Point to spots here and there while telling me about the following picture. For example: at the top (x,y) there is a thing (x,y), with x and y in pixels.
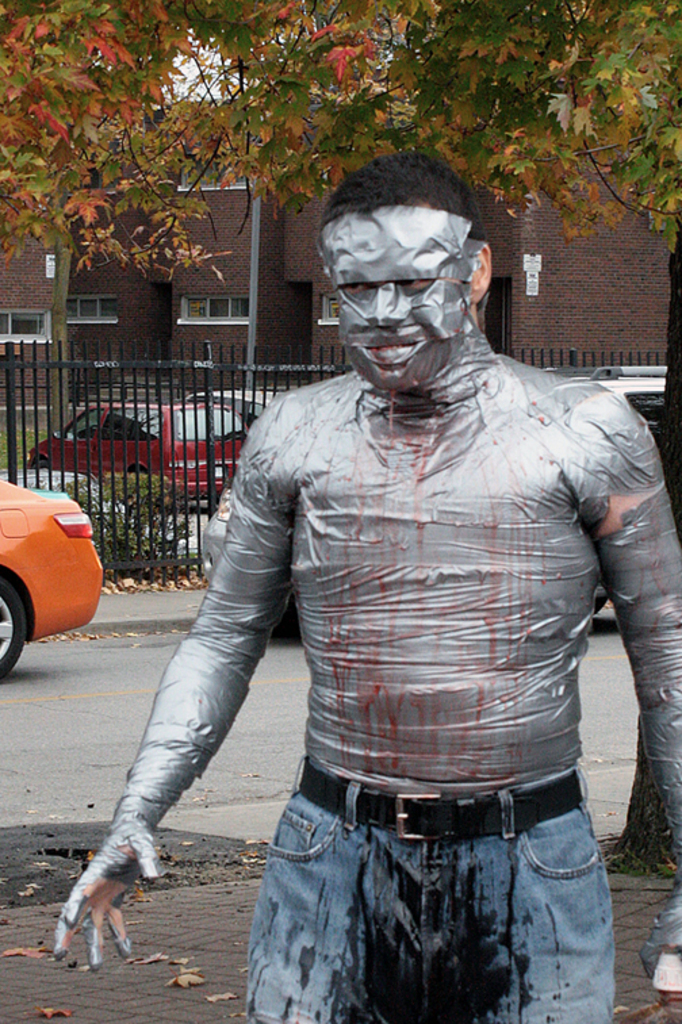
In this picture I can see a person (426,529) wearing the silver plastic (456,550) on his body (422,614). I can see the metal grill fence (210,470). I can see the vehicles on the road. I can see trees (202,61). I can see the buildings (274,281).
